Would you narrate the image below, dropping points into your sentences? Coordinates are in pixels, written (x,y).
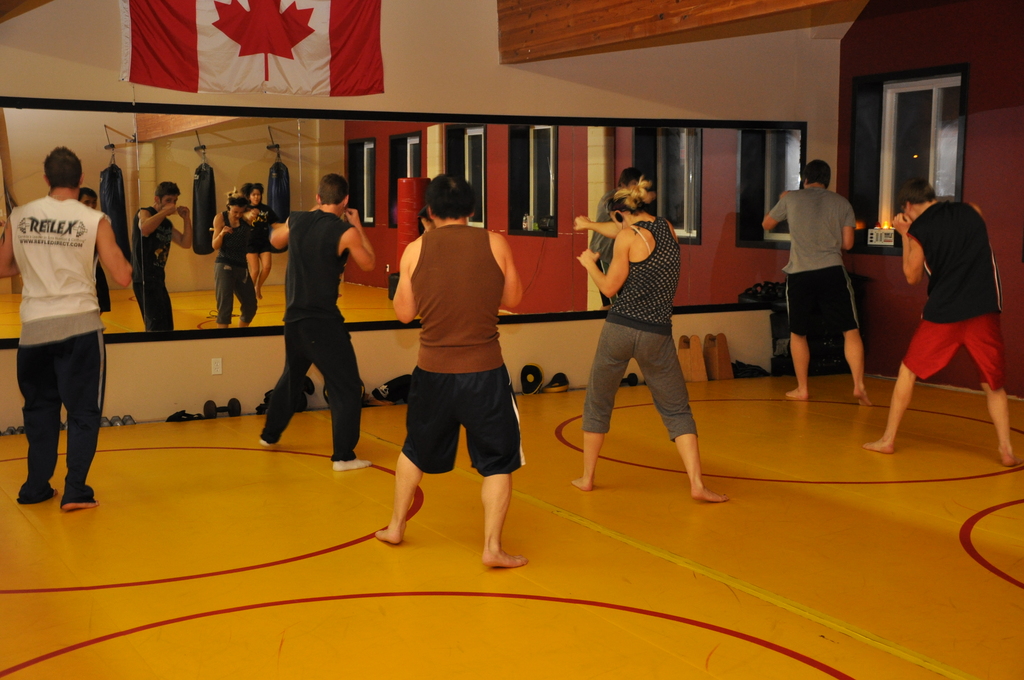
In this image I can see few persons (96,236) visible in front of mirror (761,206) and mirror (17,102) is attached to the wall (294,104) on the wall (457,53) I can see a cloth (175,60) and there is a window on the right side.
